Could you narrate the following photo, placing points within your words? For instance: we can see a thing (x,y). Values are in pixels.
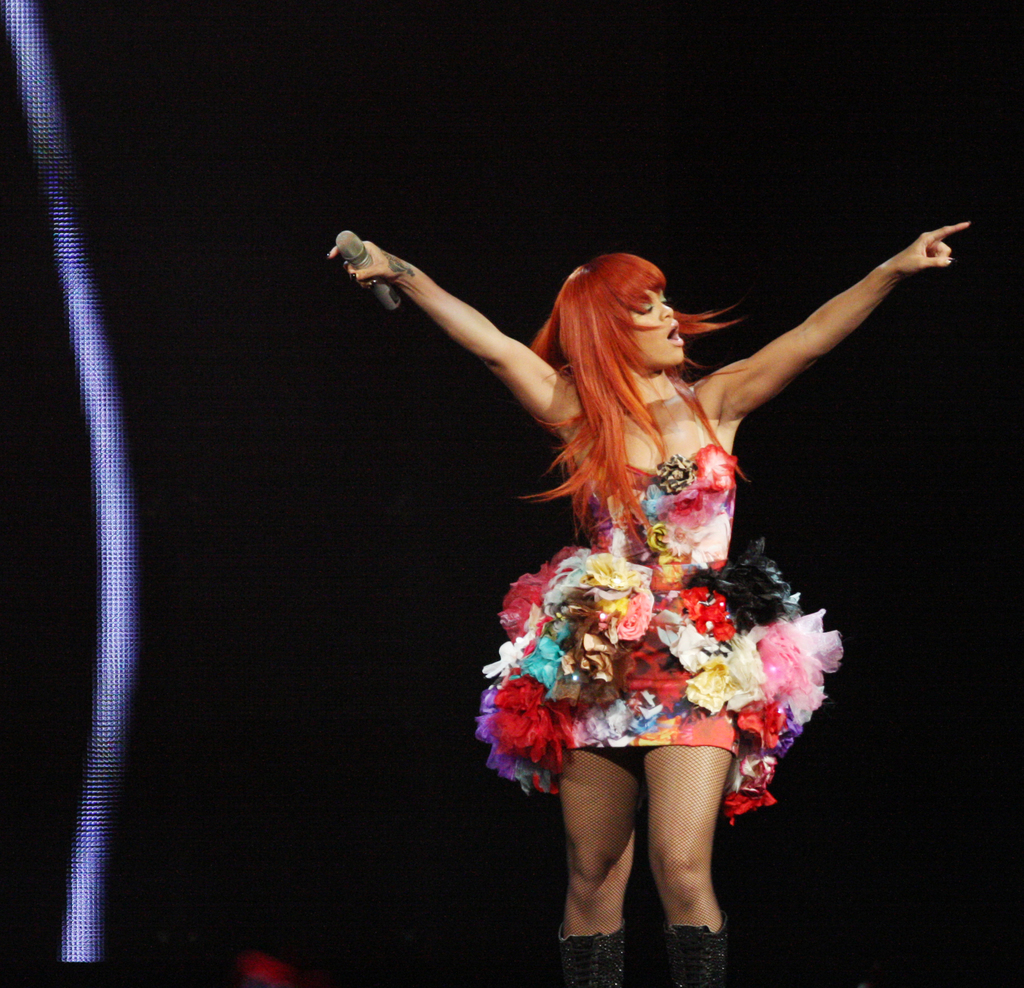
In this image I see a woman (572,274) over here who is holding a mic (377,288) in her hand (356,274) and I see that she is wearing colorful dress (656,585) and it is totally dark in the background (391,109) and I see the purple color over here.
